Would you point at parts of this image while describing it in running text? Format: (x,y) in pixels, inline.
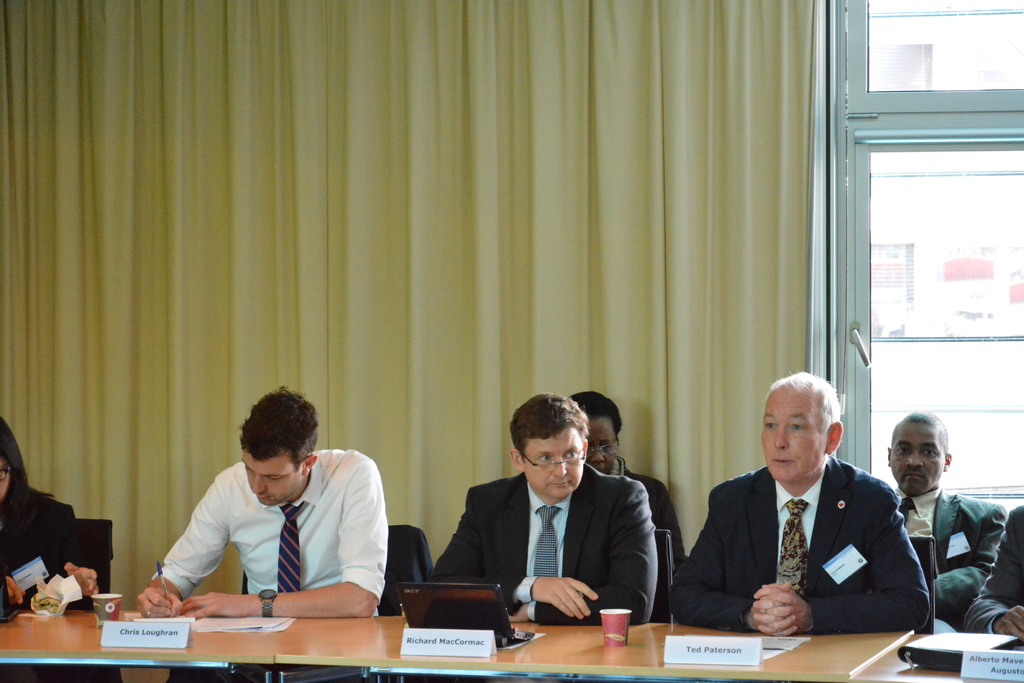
This picture is clicked in a conference hall (536,603). Here, we see seven people (807,505) sitting on chair (85,532). In front of them, we see a table (582,652) on which laptop (503,640), glass (614,631), paper (224,630) and name boards (706,642) are placed on this table (87,624). Behind them, we see a yellow curtain (642,216) and beside that, we see window (867,240) from which we see white color building (940,243).
